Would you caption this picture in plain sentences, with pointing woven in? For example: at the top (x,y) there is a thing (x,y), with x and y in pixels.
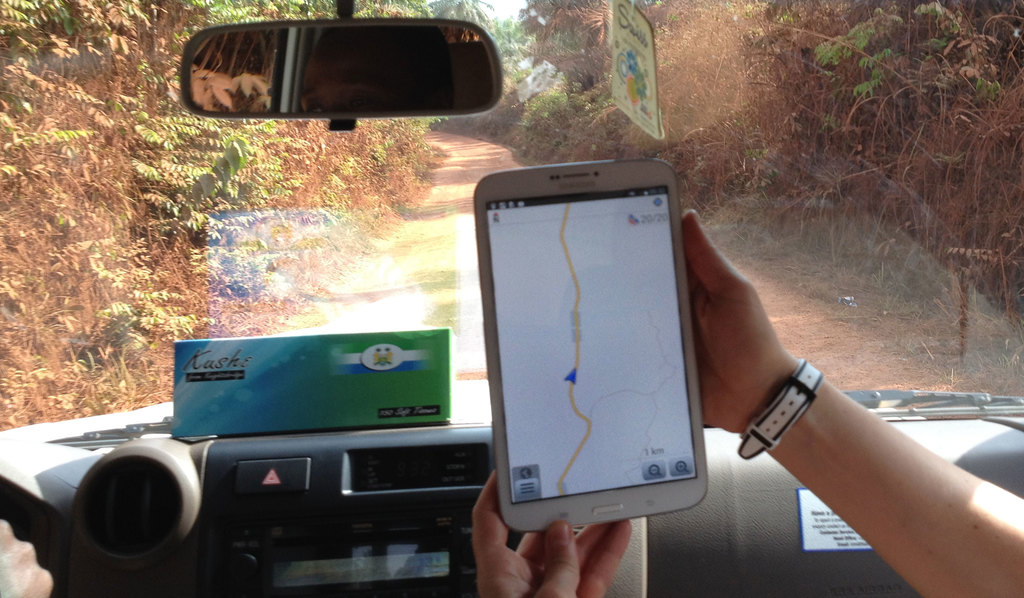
In this picture there are two people (975,528) sitting inside the vehicle (872,591) and there is a person (811,393) holding the tab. At the back (435,399) there is a box (341,356) and there is a mirror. Behind the mirror (444,55) there are trees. At the bottom (86,404) there is a road (453,220) and there is grass (939,382).
